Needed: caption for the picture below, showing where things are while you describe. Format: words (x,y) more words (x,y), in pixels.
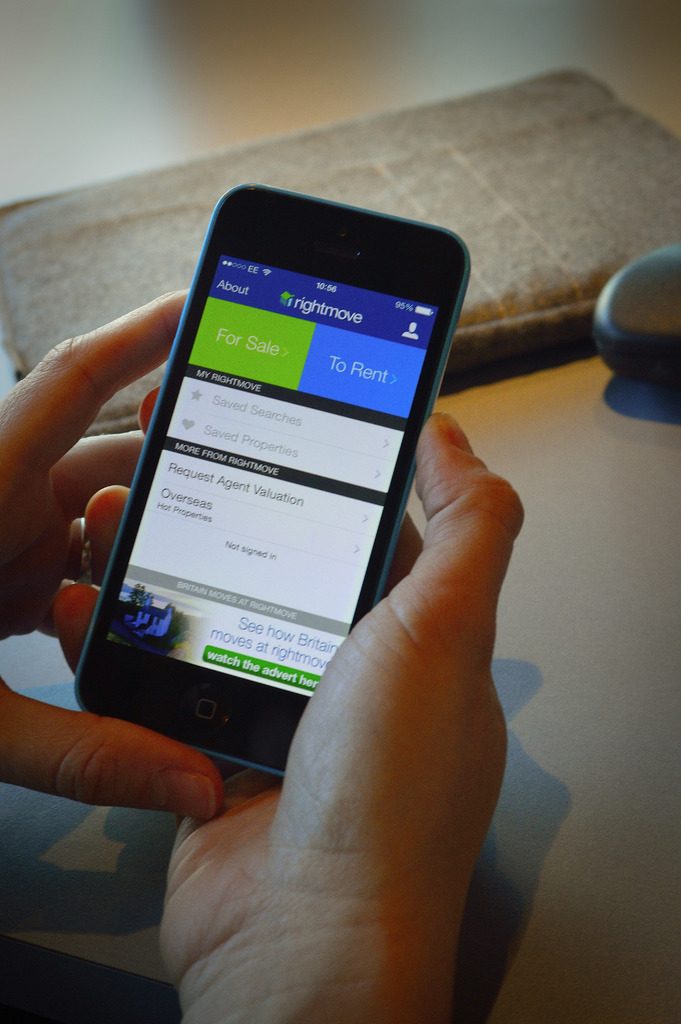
In this image I can see the person (94,544) holding the mobile (352,525). In the background (522,305) I can see some objects (619,360) on the surface (543,718).
